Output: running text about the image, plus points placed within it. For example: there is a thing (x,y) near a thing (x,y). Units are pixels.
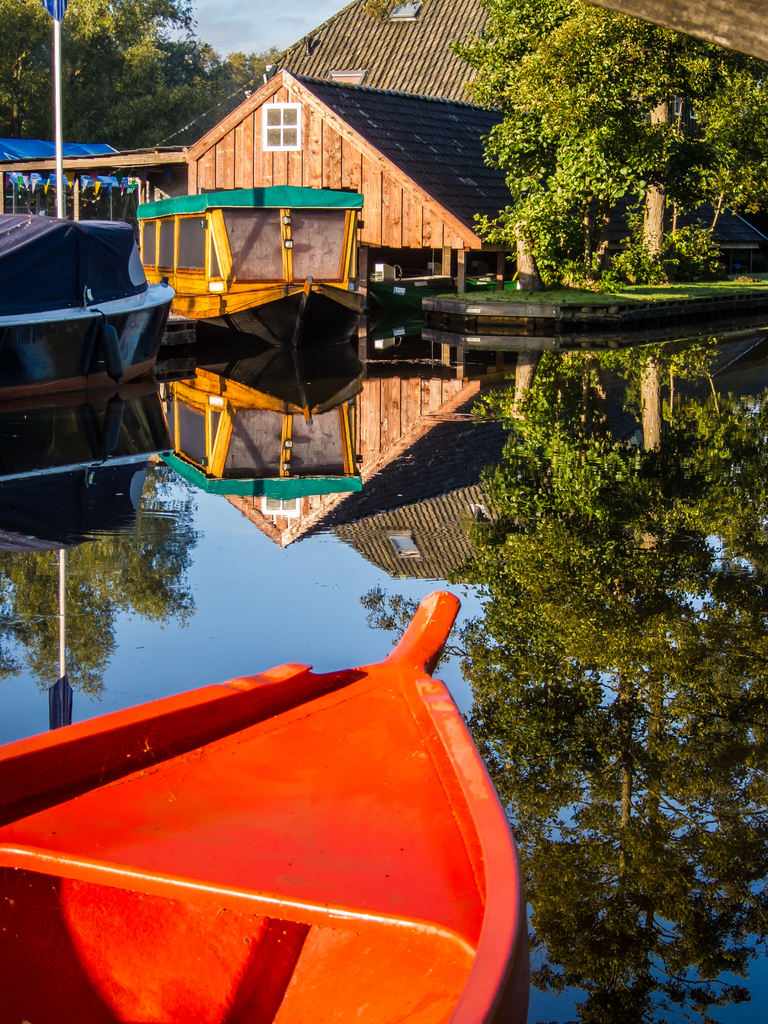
In this image we can see boats (284,674) on the water (352,475), buildings (315,98), poles (58,29), trees (189,84) and sky (248,25) with clouds (194,29).
